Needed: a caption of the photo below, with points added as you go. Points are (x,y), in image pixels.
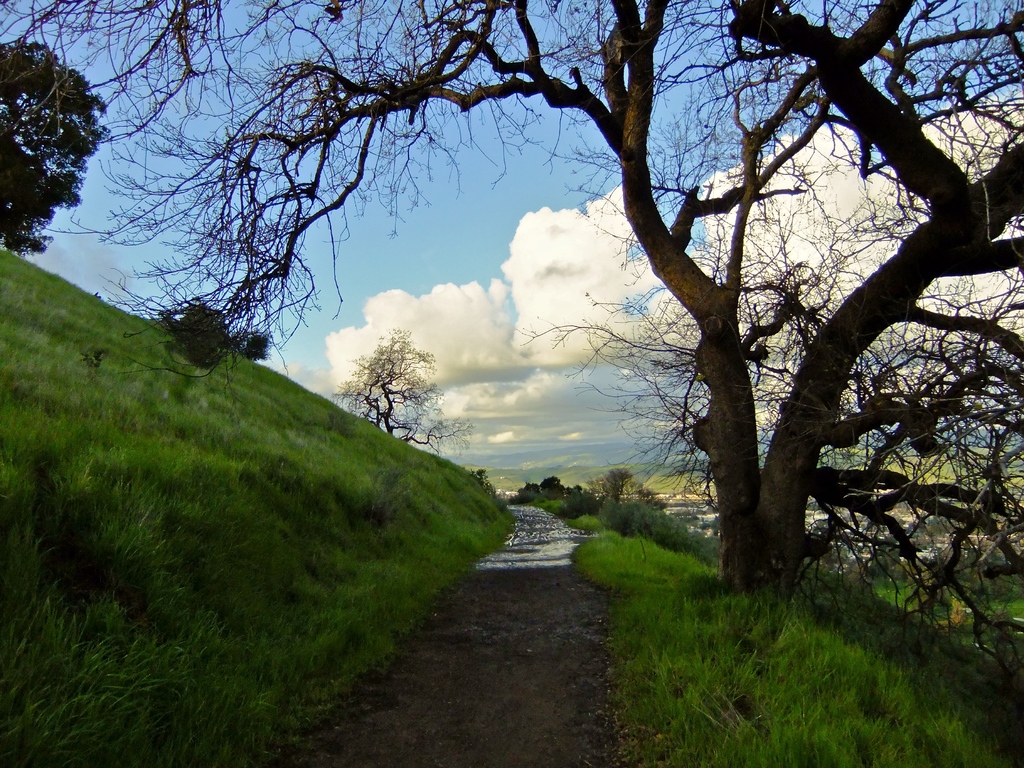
in this image we can see grass (170,418), trees (831,524), water (570,537) and sky (508,316) with clouds (537,285) in the background (582,373).
